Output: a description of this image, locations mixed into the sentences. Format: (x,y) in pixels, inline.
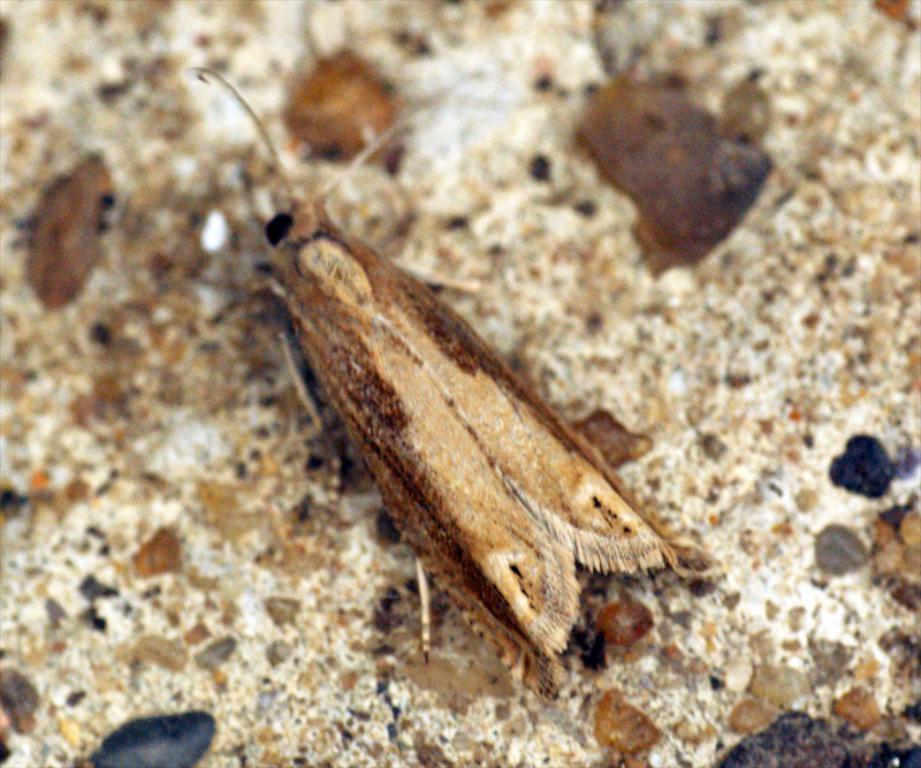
In this image we can see an insect (458,475) on the surface (346,493).
